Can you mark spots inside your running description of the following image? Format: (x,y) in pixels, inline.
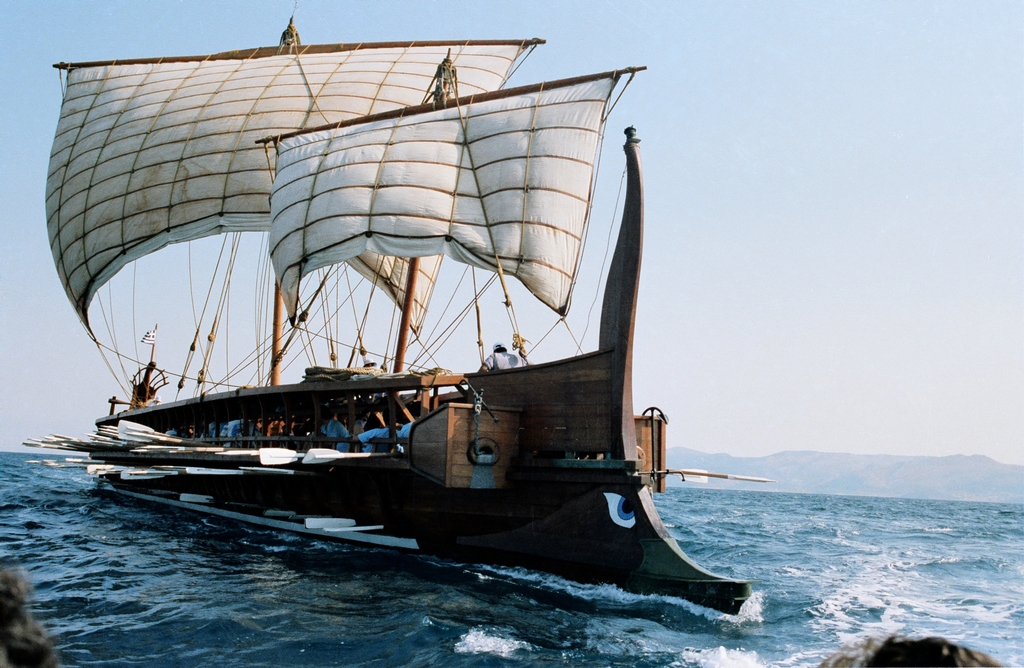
In this image we can see ancient Greek trireme (267,453) which is on water (656,495) and at the background of the image (839,471) there is mountain (890,469) and clear sky (703,234).
